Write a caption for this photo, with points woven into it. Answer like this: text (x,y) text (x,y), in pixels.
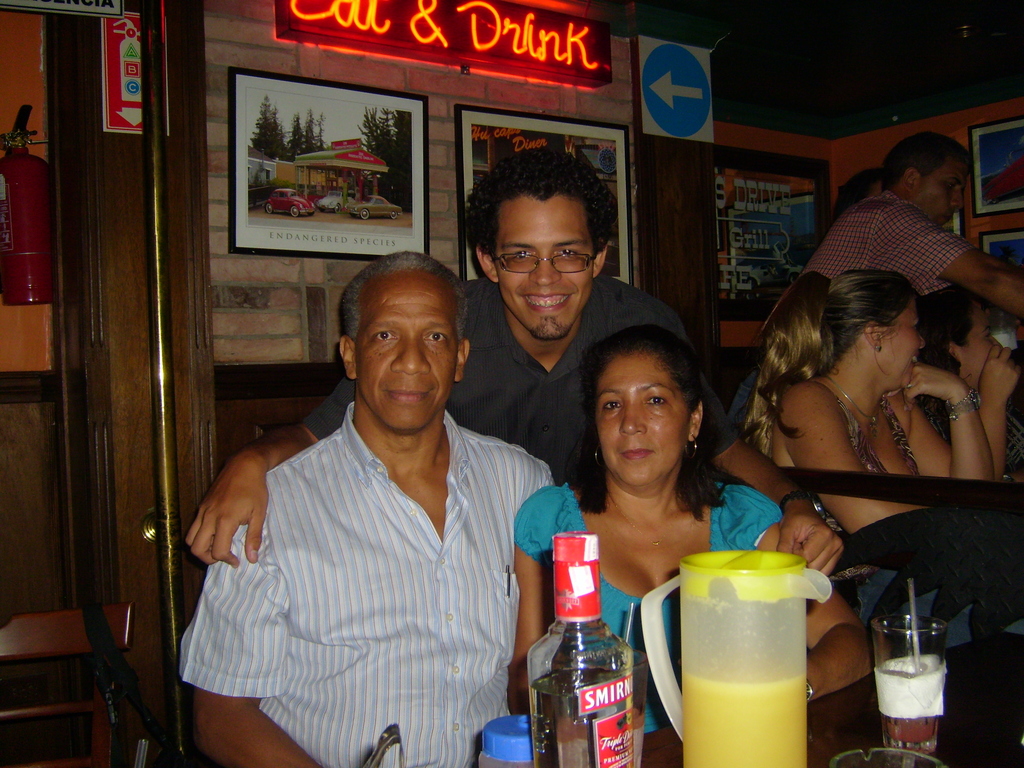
In this image in front (660,499) people (667,534) are sitting on the chairs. In front of them there is a table (962,651) and on top of the table (857,716) there is a jar (781,670), glass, bottle (537,756) and a few other objects (499,725). On the backside (402,169) there is a wall (614,77) with the photo frames (748,158) attached to it. Beside the wall (225,267) there is a door (113,291) and we can see stool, fire extinguisher (30,276) in front of the door (100,153).
